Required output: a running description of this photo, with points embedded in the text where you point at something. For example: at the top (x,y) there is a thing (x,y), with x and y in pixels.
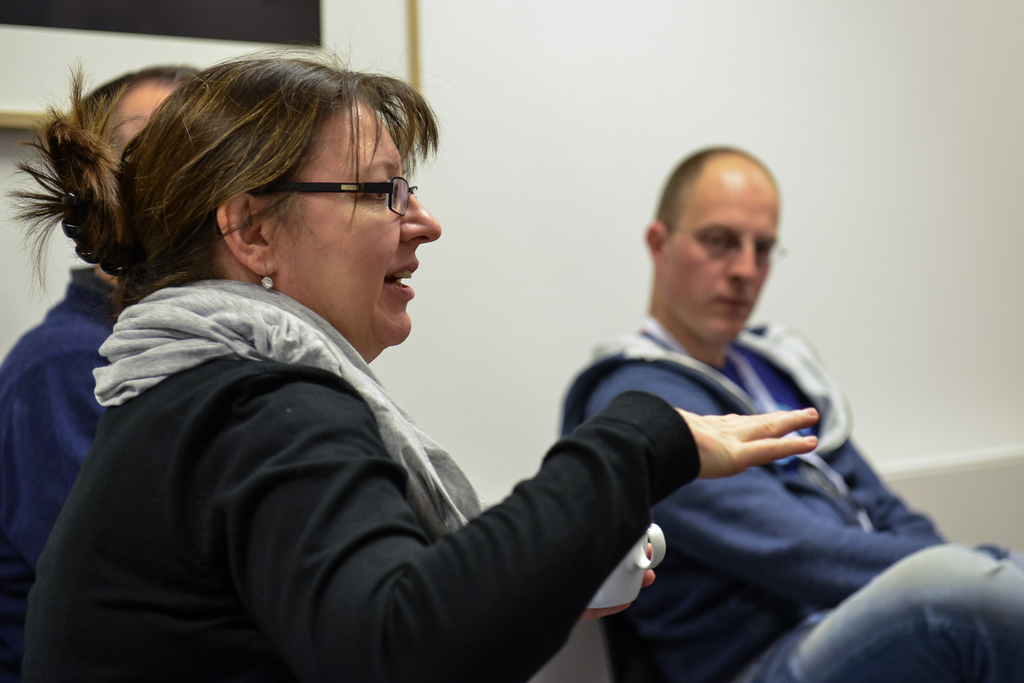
In the foreground (162,345) we can see a woman (268,449) in black dress (472,583) holding a cup (657,550). In the middle (664,238) there are two persons (754,477). In the background (570,102) we can see wall (582,121) and frame (293,40).
